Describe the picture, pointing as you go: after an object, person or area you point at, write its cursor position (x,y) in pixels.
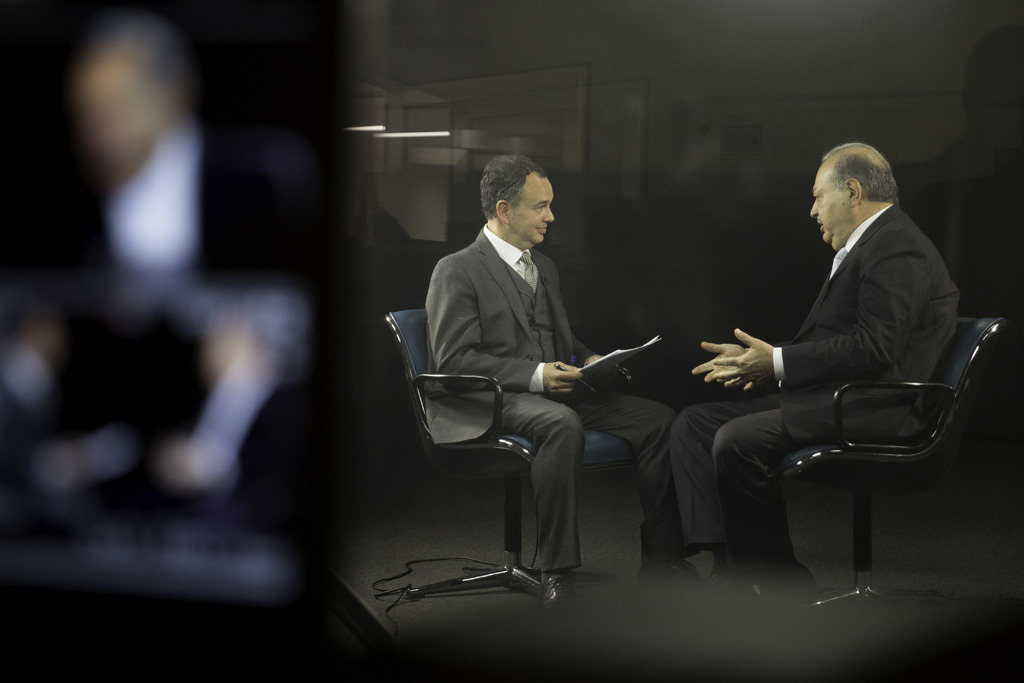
This is the picture of two people (876,286) wearing suits (898,304) and sitting on the chairs (963,389).
